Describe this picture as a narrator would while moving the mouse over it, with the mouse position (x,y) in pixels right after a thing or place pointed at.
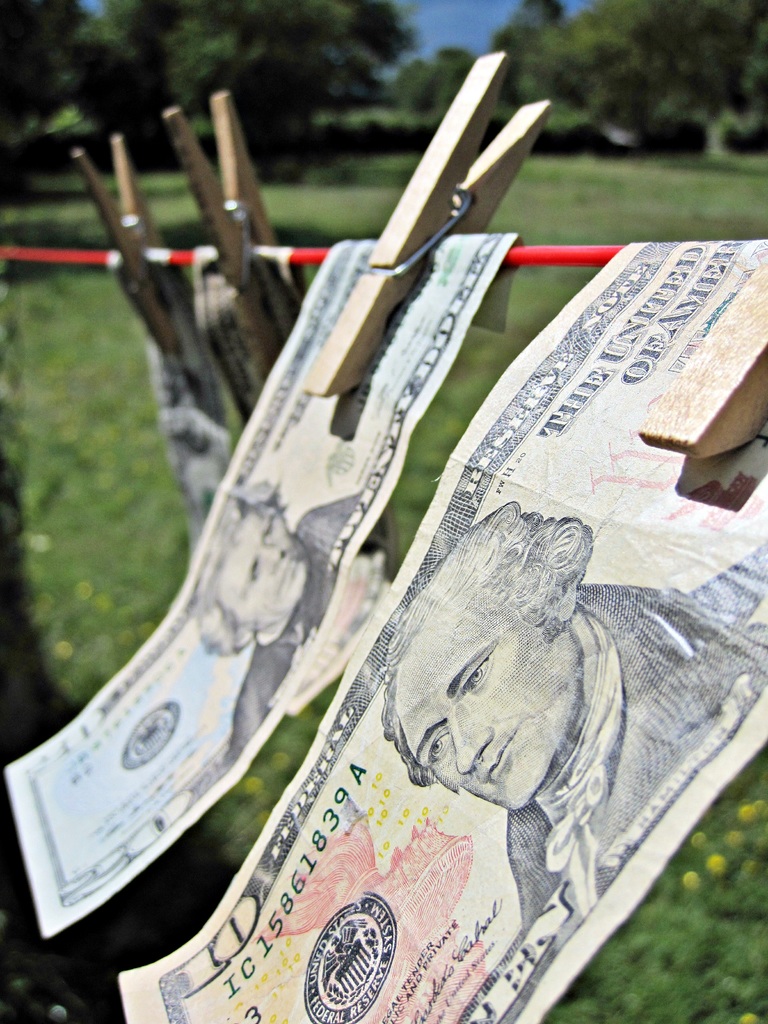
In this picture currency (256,539) is clipped on the rope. At the back (708,116) there are trees (722,113). At the top (462,16) there is sky (451,19). At the bottom (715,857) there are flowers (715,857) and plants (683,860).
